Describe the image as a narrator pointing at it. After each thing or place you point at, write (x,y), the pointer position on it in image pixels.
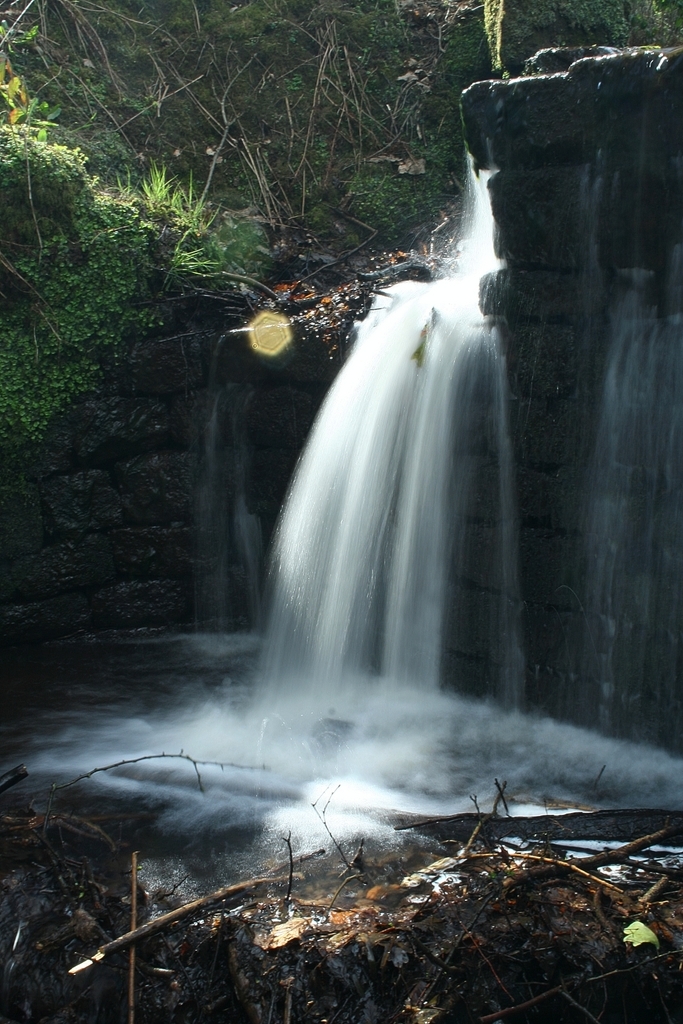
In this image I can see a waterfall (273,543) in the centre (325,456). On the bottom side of this image (550,987) I can see few sticks (152,928) and on the top of this image (357,208) I can see grass (314,212).
